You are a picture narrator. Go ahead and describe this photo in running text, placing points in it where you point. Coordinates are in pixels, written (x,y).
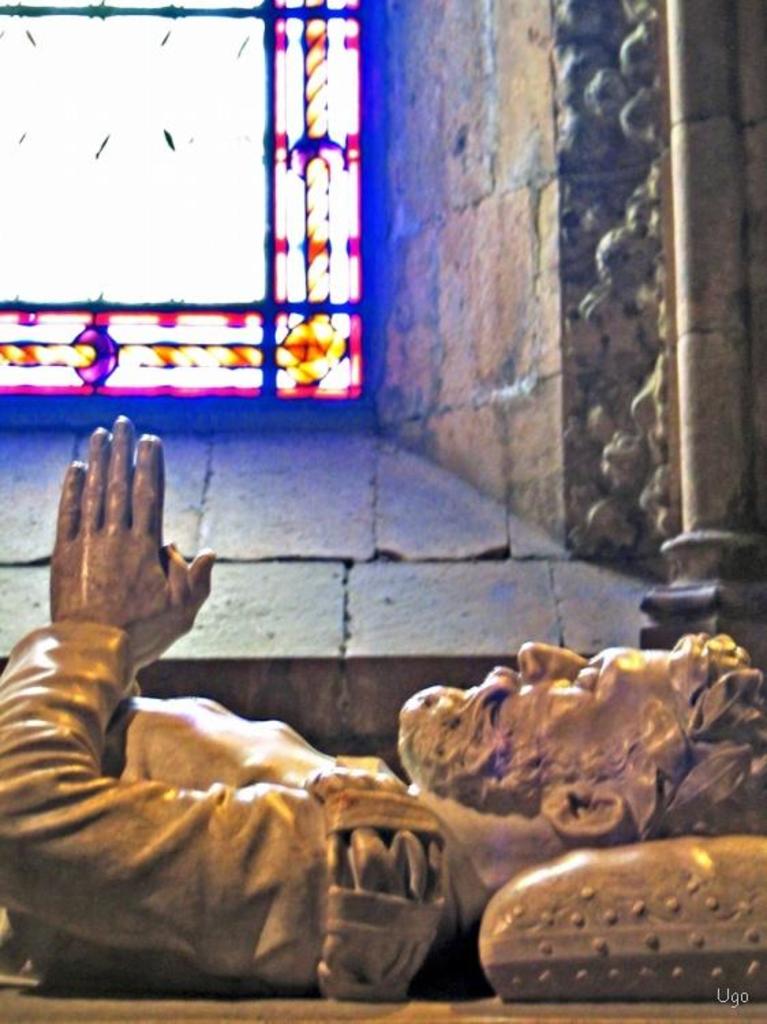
We can see a sculpture (197,728) of a person (223,787) laying on the surface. In the background (389,40) we can see wall (505,232) and glass (263,233).
